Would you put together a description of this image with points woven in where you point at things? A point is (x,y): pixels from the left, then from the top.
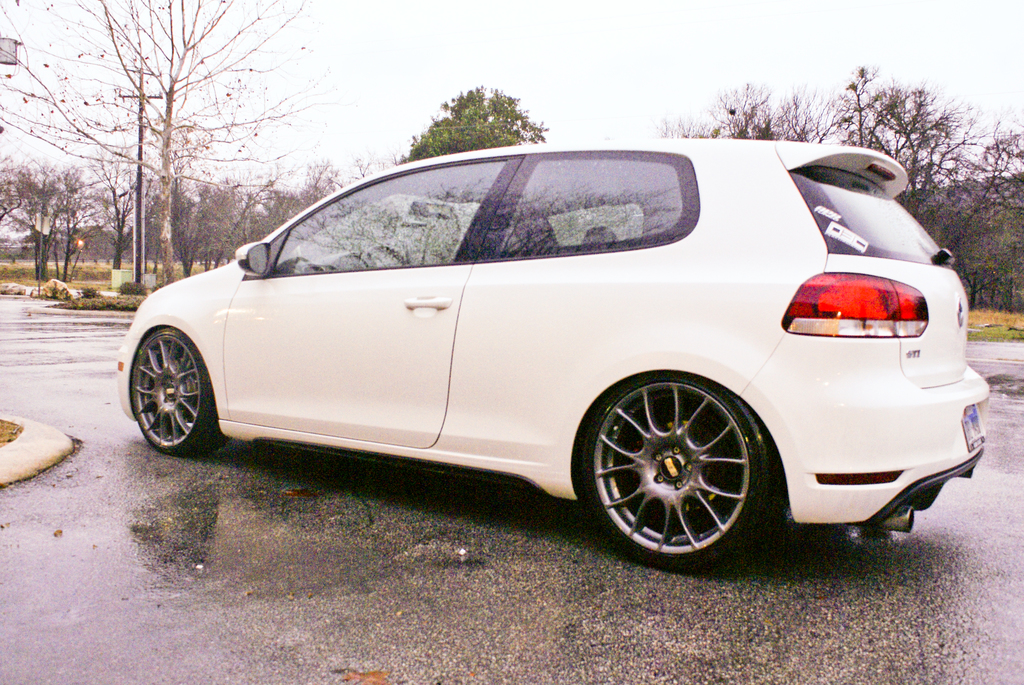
In this image we see a vehicle (492,301) on the road (258,615). There are many trees (225,214) in the image. We can see the sky (645,86) in the image. There is a grassy land (999,326) in the image.
